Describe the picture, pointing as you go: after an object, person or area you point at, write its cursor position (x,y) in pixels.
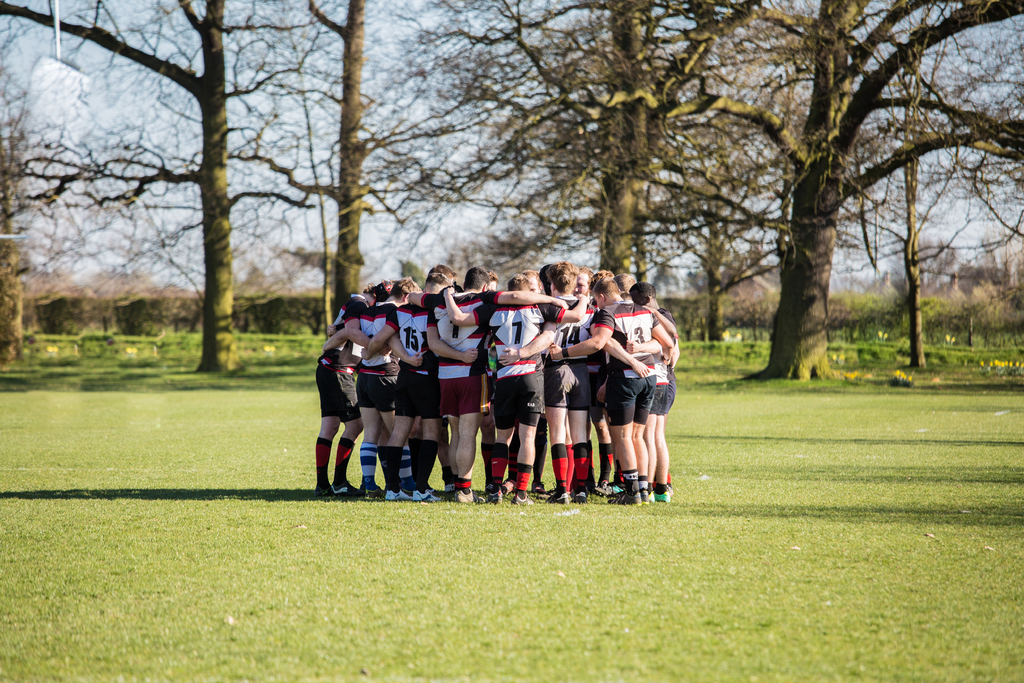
In this picture there is a group of boys (450,329) in the center of the image (682,348), on the grassland (825,384) and there are trees (727,230) in the background area of the image (724,226).
